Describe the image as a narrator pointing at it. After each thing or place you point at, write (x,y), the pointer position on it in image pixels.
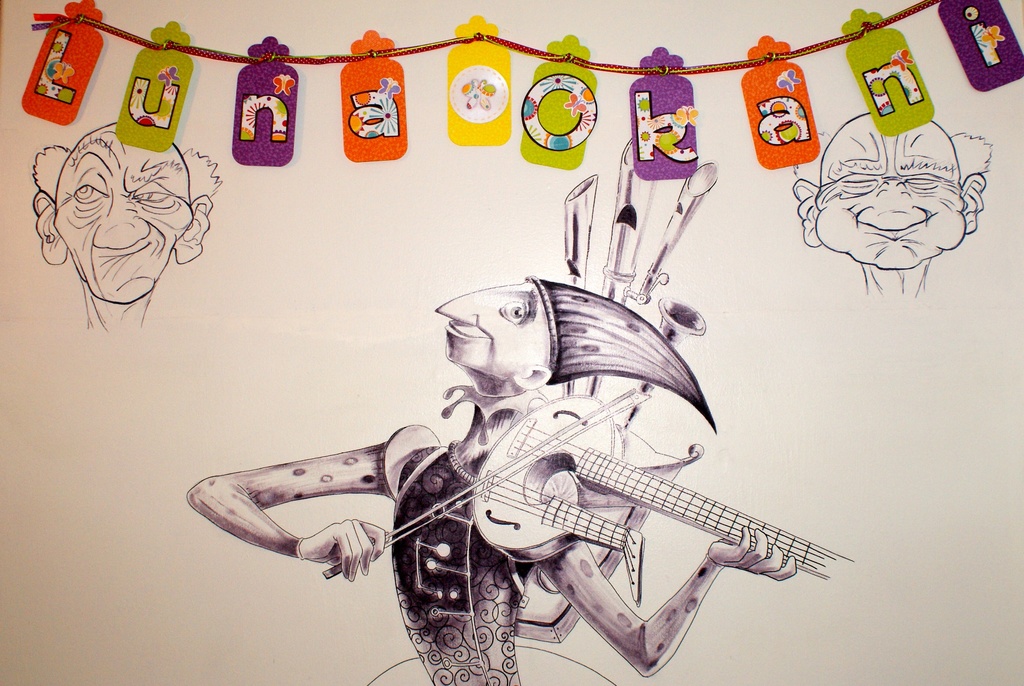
In this image we can see a wall (308,312). On the wall (326,326) we can see the painting (488,370) of the persons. At the top (589,113) we can see the decorative items (974,45).
